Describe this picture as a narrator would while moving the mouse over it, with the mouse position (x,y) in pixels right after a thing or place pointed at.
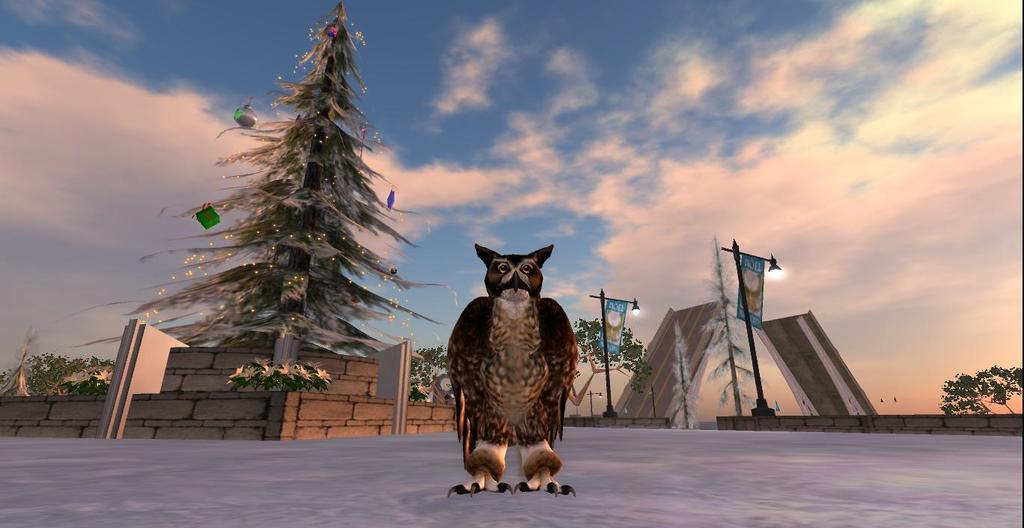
This is an animated image. We can see an owl (508,304) on the ground (460,479). In the background (270,246) we can see objects (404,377) and gifts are on a tree (291,227), banners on the light poles (749,318), trees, objects (690,312) and clouds (580,184) in the sky (641,239).
